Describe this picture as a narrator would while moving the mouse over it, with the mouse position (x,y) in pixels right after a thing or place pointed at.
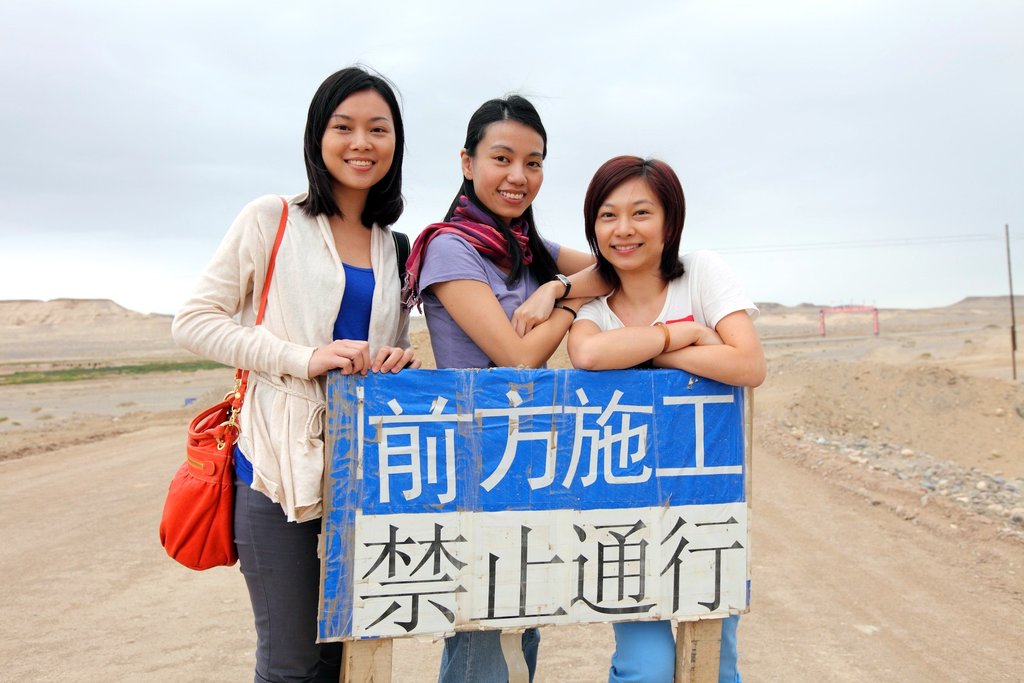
In this image we can see a few people (351,149) standing, some written text (413,437) on the board (566,446), cable wires (962,240), stones (879,472), hills (16,308) in the background (1,321), we can see the sky (199,142) at the top (717,206).
